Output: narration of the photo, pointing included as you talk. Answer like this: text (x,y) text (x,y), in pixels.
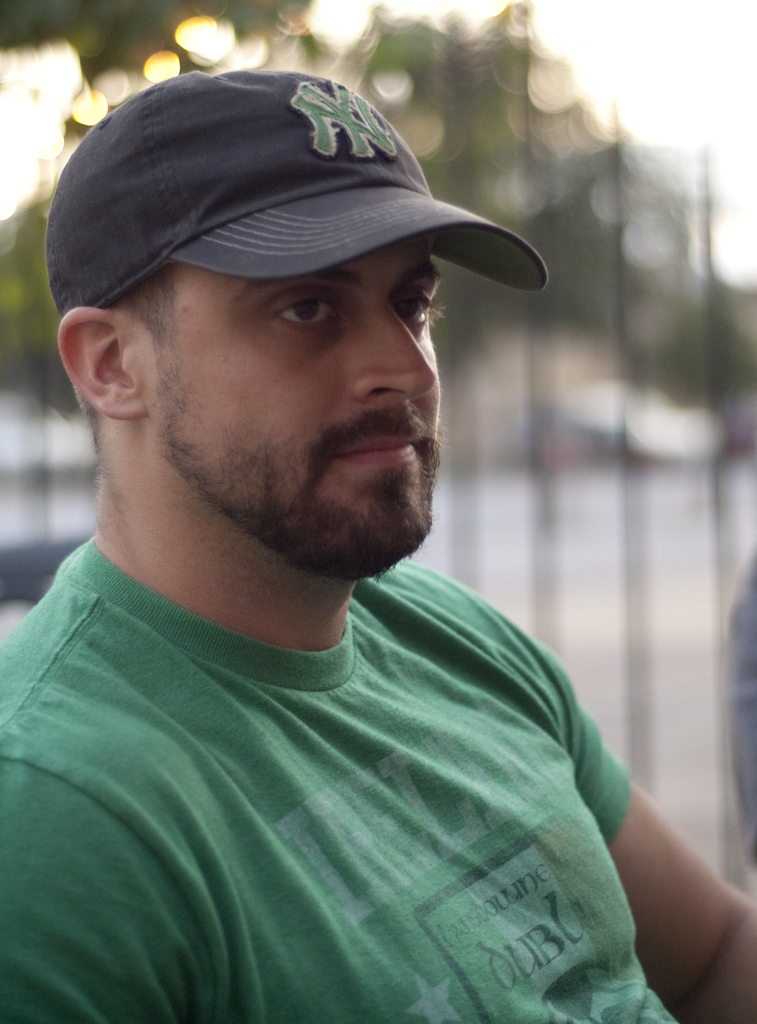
The picture consists of a person (272,308) wearing a green t-shirt (147,729) and a black hat (308,245). The background (643,454) is blurred.
